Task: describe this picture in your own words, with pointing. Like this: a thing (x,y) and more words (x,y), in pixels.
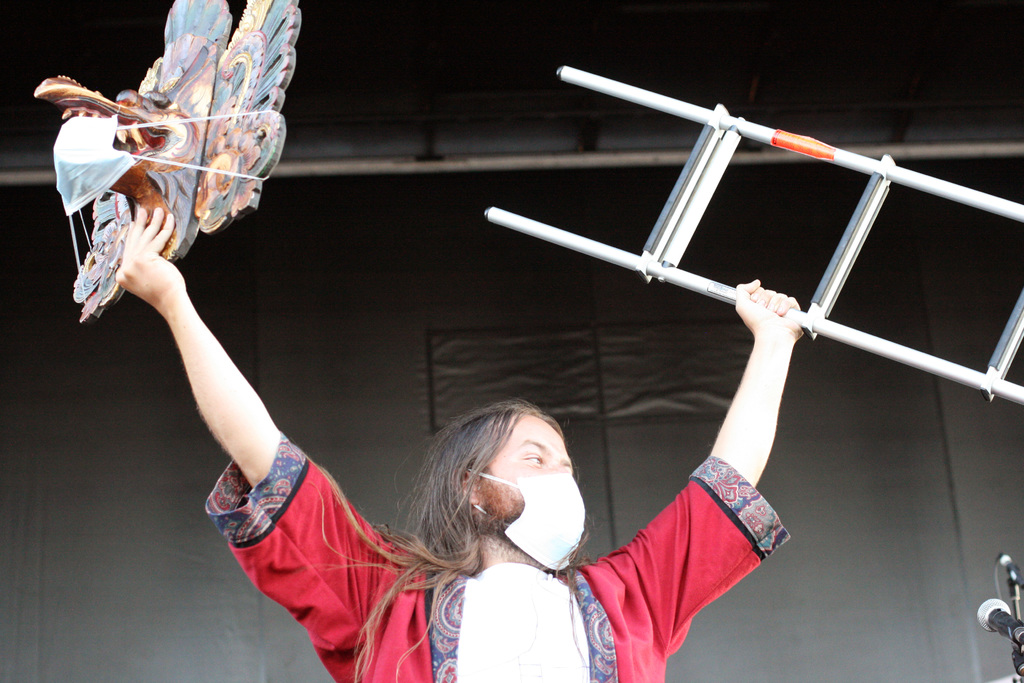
In this image the person (343,626) is wearing a red jacket (639,636) and a mask (569,552) around his mouth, he is lifting an object (147,156) with his hands (769,320).
